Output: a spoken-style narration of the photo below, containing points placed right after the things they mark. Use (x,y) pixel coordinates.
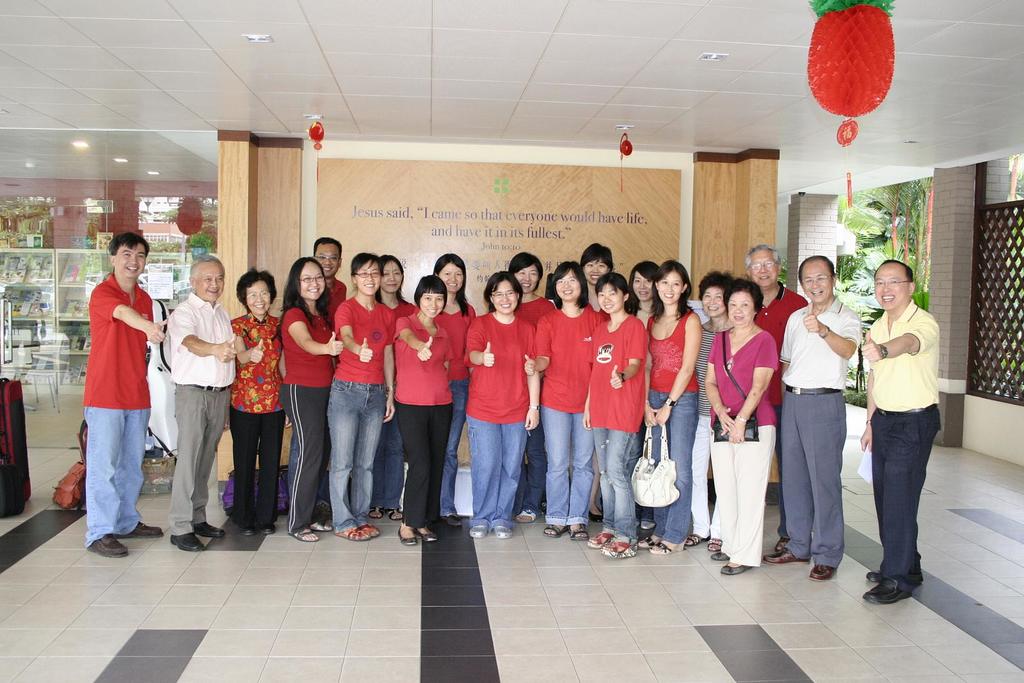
In the center of the image (457,335) we can see people (712,372) standing. At the top (846,73) there are decors (623,171). In the background (305,150) there is a wall (686,206) and we can see a board (543,186) placed on the wall (684,207). On the right (896,199) there are trees (881,236).
